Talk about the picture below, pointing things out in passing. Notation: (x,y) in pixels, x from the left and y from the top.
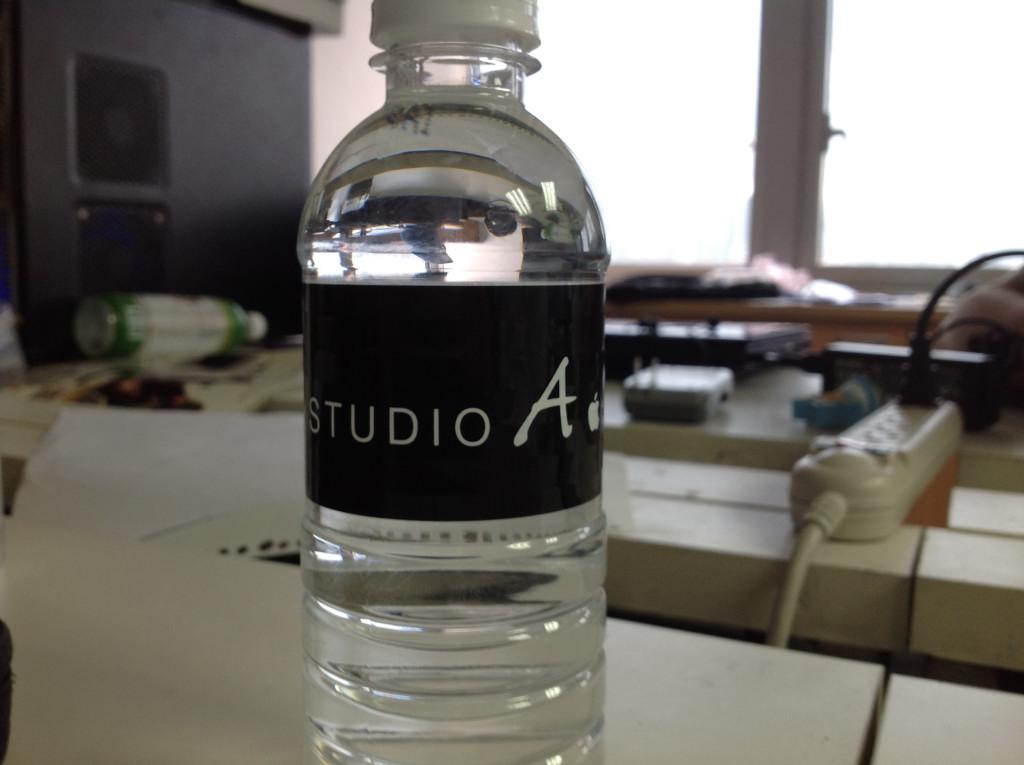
In this picture we can see a water bottle (487,364) in the front side (513,318), in the background (895,440) we can see a switch board (878,442) and one window (809,129), on the left side of the Image (181,300) we can see one bottle (165,313) and also there are some papers (186,441).
